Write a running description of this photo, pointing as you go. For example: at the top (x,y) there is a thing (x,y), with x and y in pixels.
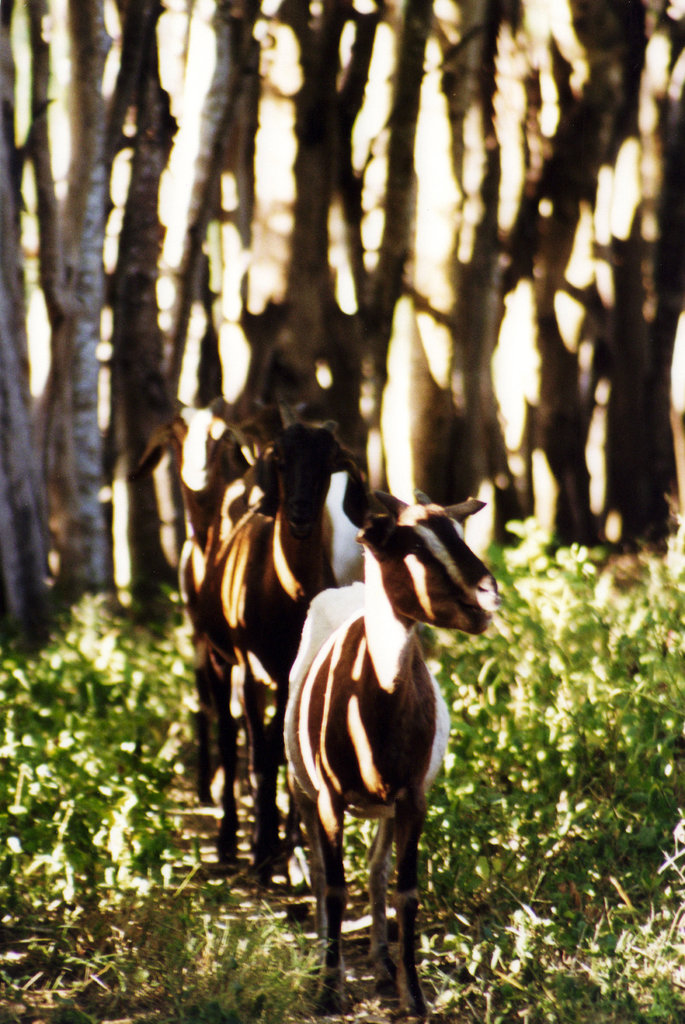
In this image, we can see animals (409,562) in between plants (610,776). In the background (43,453), we can see some stems (142,187).
